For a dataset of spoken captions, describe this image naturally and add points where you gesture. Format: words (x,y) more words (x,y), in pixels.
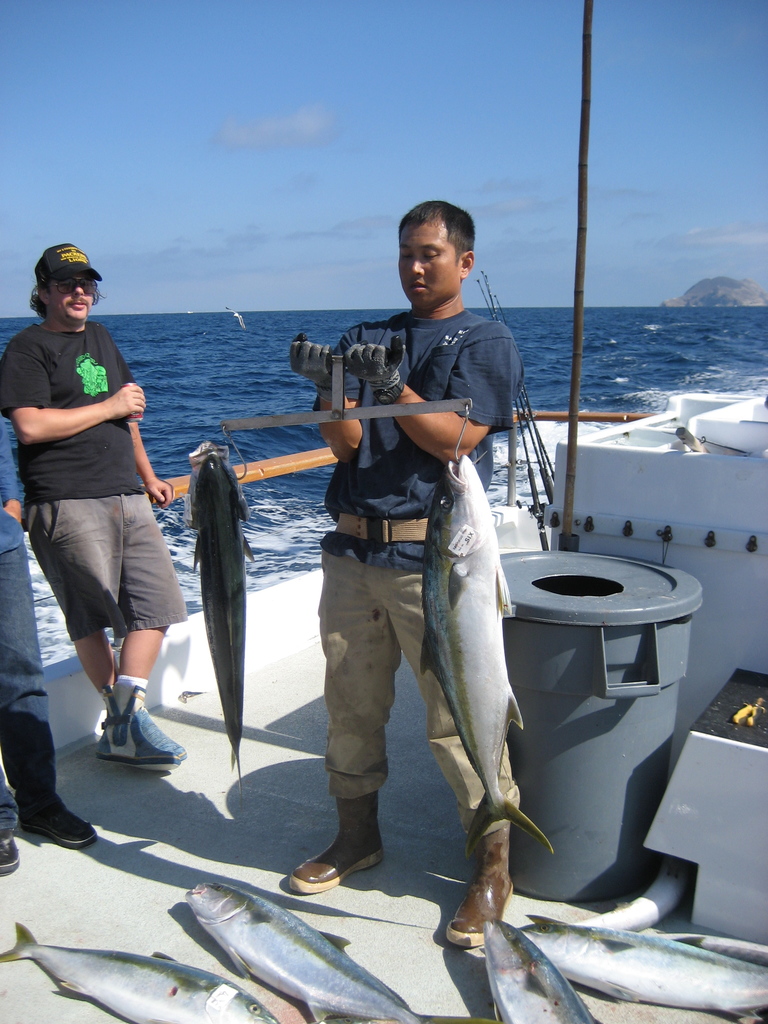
In the foreground (462,643), I can see a person (341,651) is holding an object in hand (328,366) on which fishes (477,643) are hanged. At the bottom (666,945), I can see fishes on the floor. In the background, I can see two persons (2,653) on the deck (291,723) of a ship (308,729). At the top (224,100), I can see water (308,318), mountains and the sky (468,298). This image taken, maybe in the ocean (300,329).
